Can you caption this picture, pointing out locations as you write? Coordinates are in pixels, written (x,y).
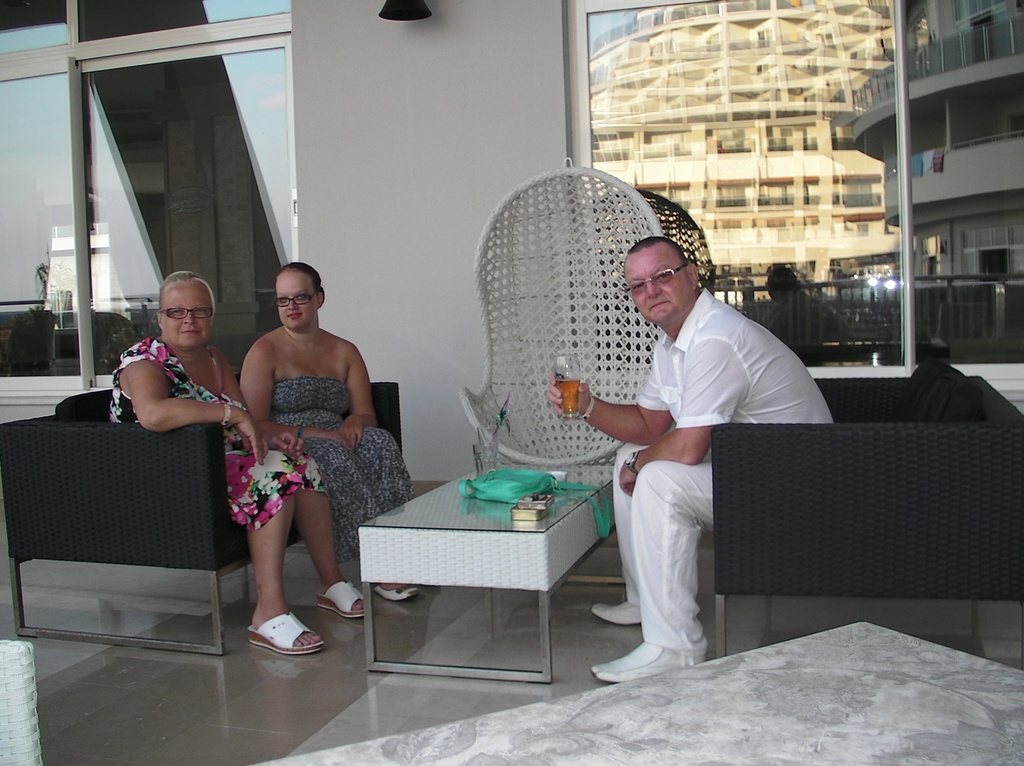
On the background (481,64) we can see a wall (383,120) and windows (785,180). Through the window glasses (968,120) we can see building (734,147). Here we can see three persons (147,397) sitting on the chairs (82,473) in front of a table (588,506) opposite to them and on the table (496,672) we can see a handbag (536,487) in turquoise colour. This is a floor (435,701).
